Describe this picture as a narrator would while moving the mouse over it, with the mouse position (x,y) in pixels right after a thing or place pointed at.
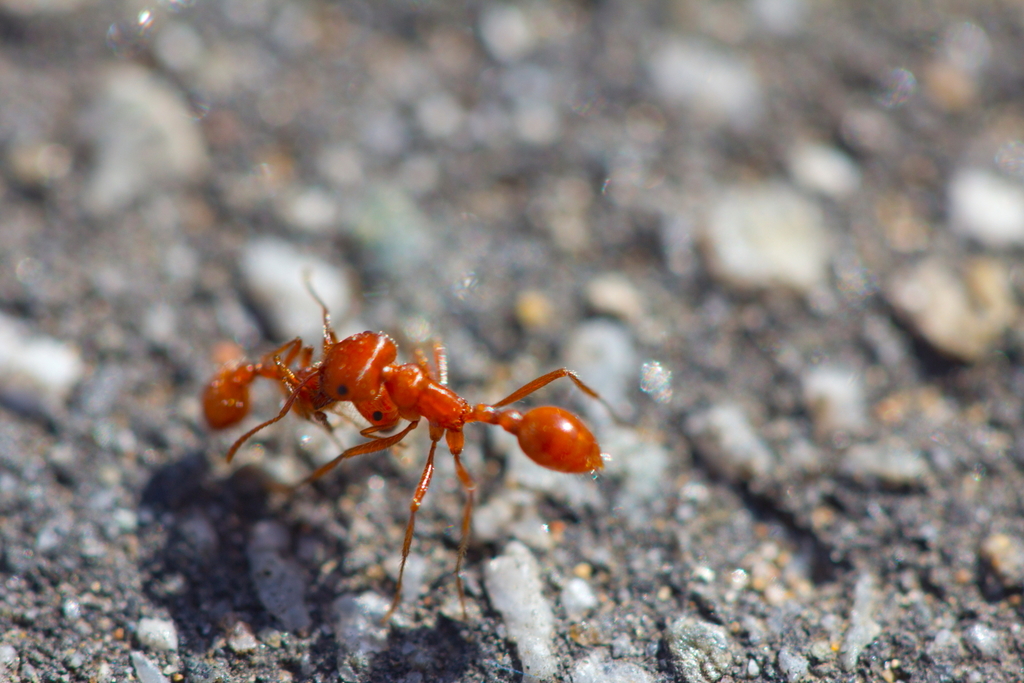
In this image I can see an insect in brown color and I can see blurred background (830,184).
